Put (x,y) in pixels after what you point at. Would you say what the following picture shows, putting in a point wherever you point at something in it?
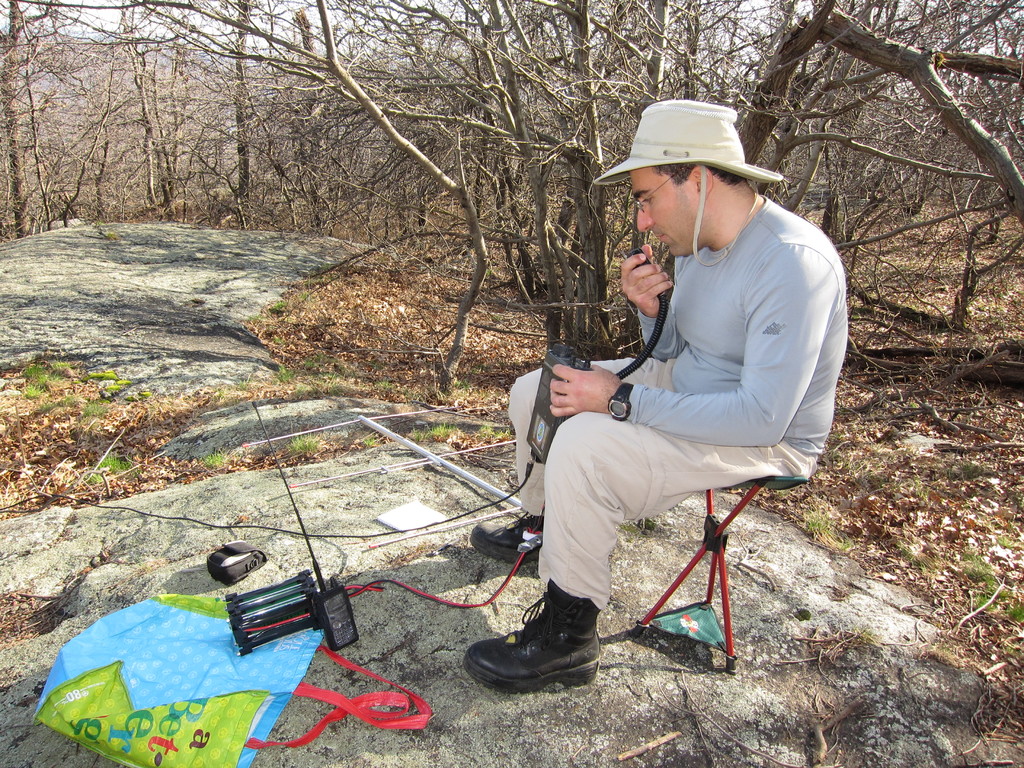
In this picture there is a man (764,408) sitting and holding the device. At the bottom (173,703) there is a bag (77,731) and there are devices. At the back (559,248) there are trees (331,94). At the top (314,17) there is sky (334,17). At the bottom (747,519) there are dried leaves (977,478) and there are rocks (344,430) and there is grass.
